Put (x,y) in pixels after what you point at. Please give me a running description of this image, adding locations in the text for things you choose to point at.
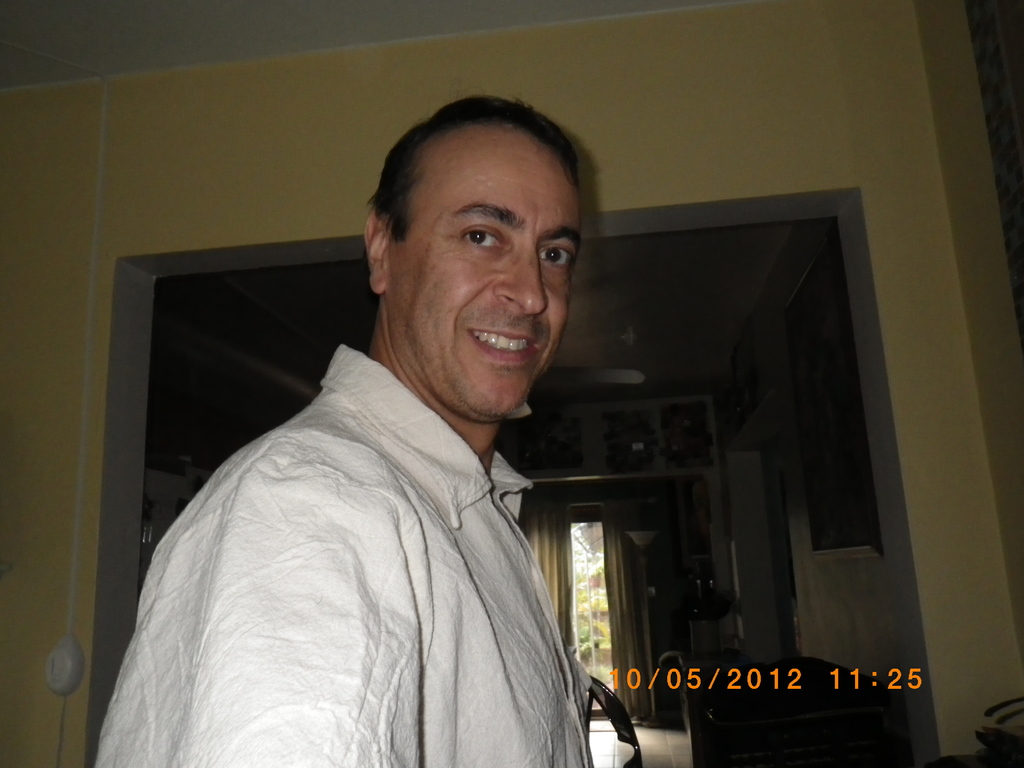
A man (500,592) is looking at his side he wore a shirt (490,609).
